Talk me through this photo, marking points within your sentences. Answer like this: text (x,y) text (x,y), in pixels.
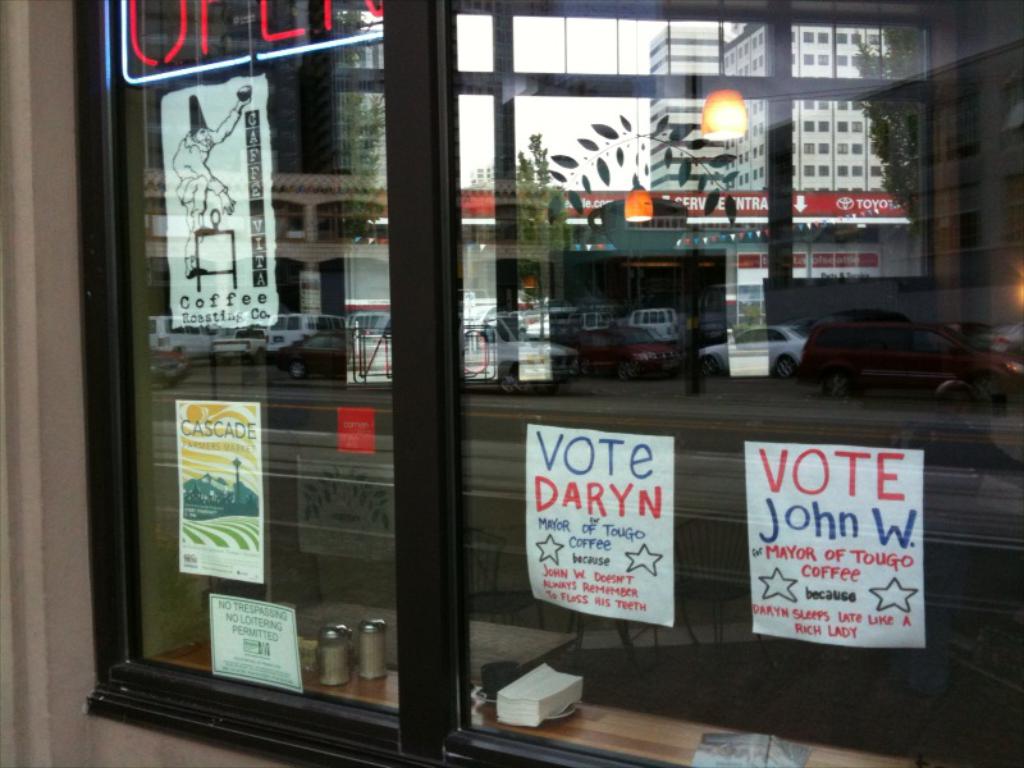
In this image there is a window (804,432) and we can see posters (755,488) pasted on the window (257,323). We can see reflections (804,260) of buildings (828,242), trees (542,216) and cars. At the bottom (363,690) there is a table (351,686) and we can see things (370,651) placed on the table (577,714).
